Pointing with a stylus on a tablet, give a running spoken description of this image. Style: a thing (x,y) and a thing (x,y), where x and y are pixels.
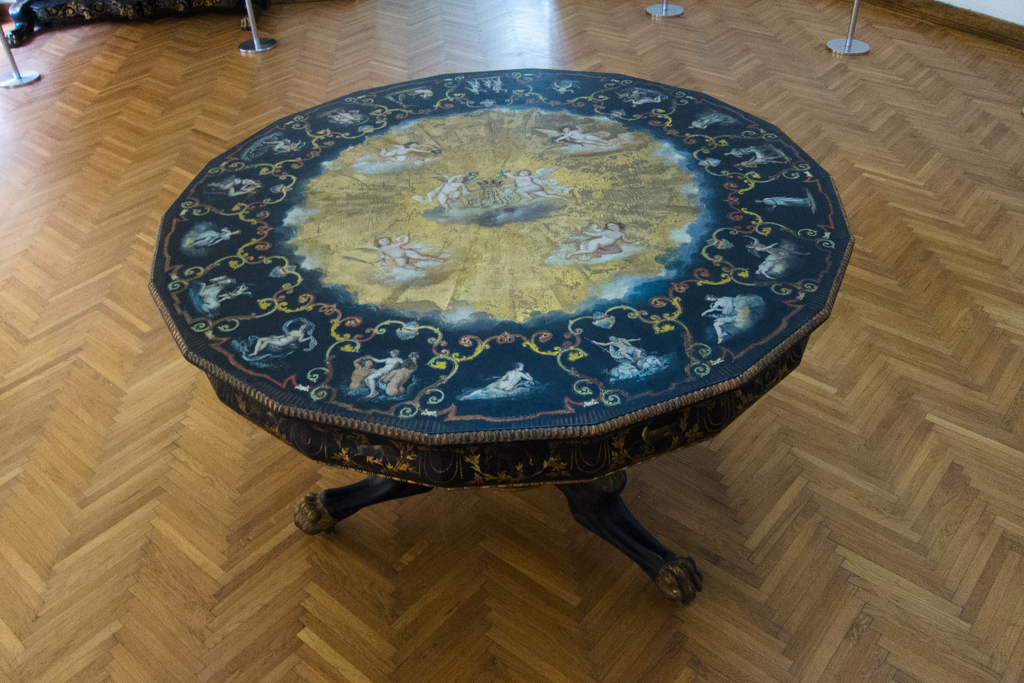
The picture is taken in a room (658,213). In the center of the picture (637,420) there is a wooden table (383,178). At the top (238,3) there are stands (12,59) and a couch (96,15). The floor (83,365) is a wooden floor (149,519).
